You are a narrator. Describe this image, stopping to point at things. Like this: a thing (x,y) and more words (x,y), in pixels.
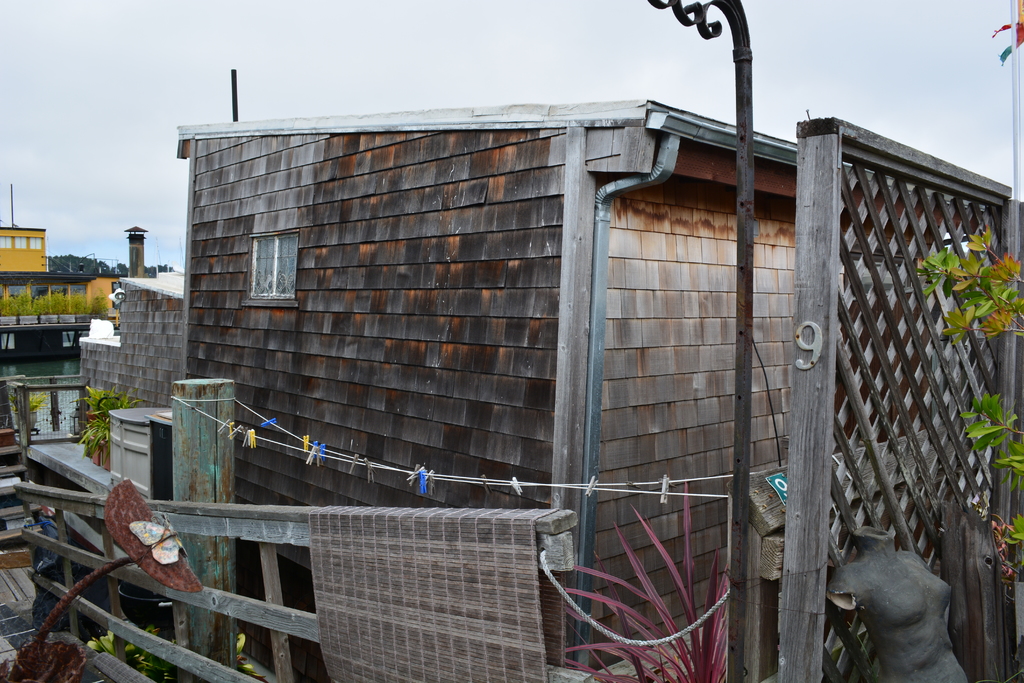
In this image we can see a house (498,239) with roof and a window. We can also see a wooden fence (209,514), some cloth clips (224,427) to a thread (214,419) which is tied to the wooden poles (202,407), mat (360,580) and some plants (649,583). On the right side (769,657) we can see a mannequin (917,657), a wooden fence (945,507) and some stems (996,523) of a plant (987,404). On the left side (52,333) we can see a building (38,346) with windows (66,334), some plants (42,299), trees (70,271), poles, some water (78,378) and the sky (123,137) which looks cloudy.
